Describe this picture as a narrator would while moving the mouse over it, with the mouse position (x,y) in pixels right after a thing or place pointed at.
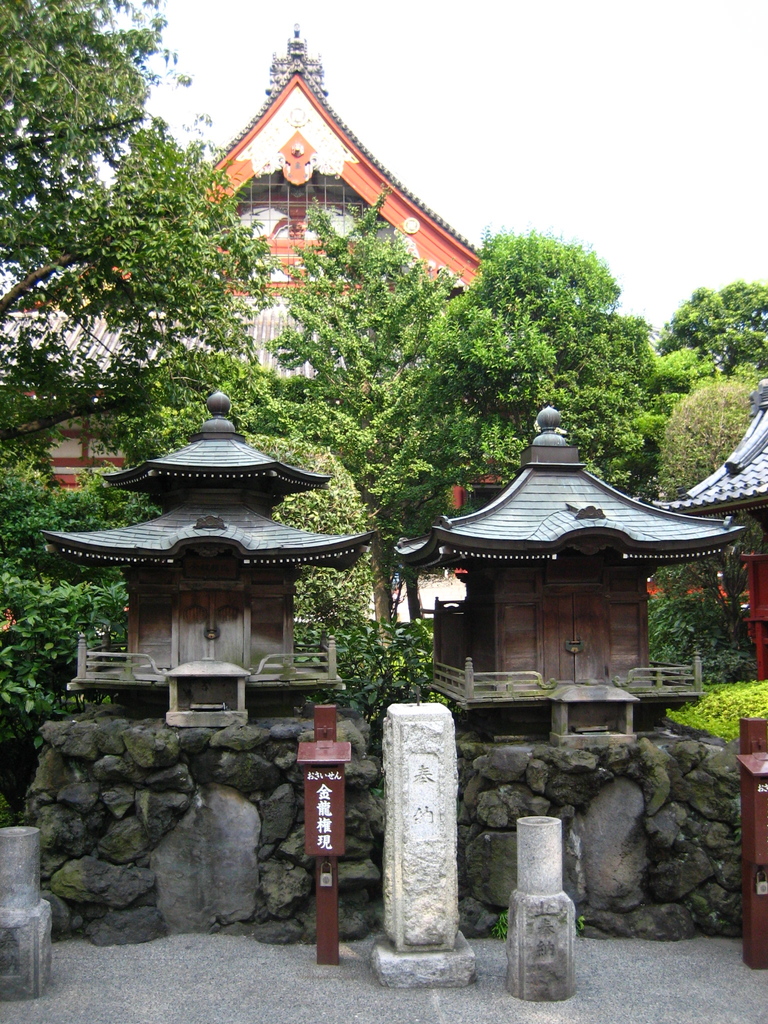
In this picture we can see ancient architectures (189,528), doors (576,618), trees (38,336), wall (710,794) and in the background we can see the sky (495,211).
